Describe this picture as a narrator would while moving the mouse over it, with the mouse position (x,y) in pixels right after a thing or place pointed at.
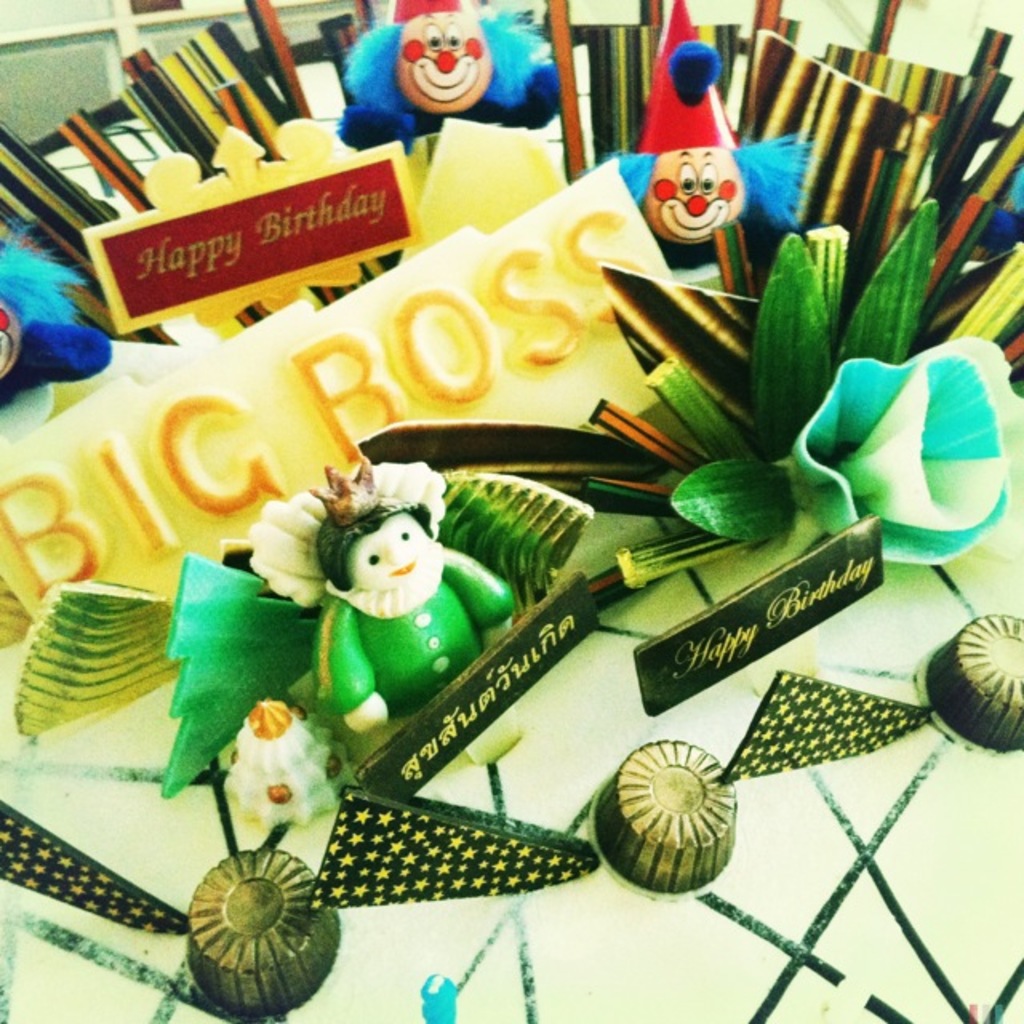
In this image we can see some toys (369,512), name boards (570,205) and other objects (453,832) on the table (633,927).
